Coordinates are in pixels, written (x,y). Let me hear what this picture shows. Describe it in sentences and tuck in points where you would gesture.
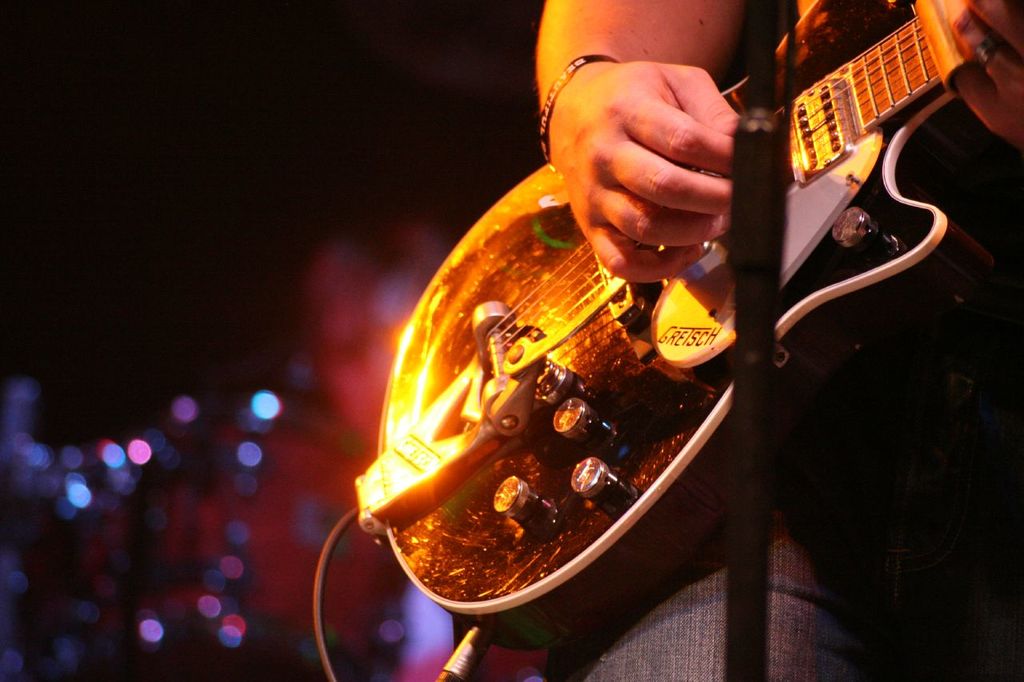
in this image the person (687,260) is playing the guitar (505,275) and he is holding the guitar (435,291) and he is wearing the band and the background (249,206) is very dark.
